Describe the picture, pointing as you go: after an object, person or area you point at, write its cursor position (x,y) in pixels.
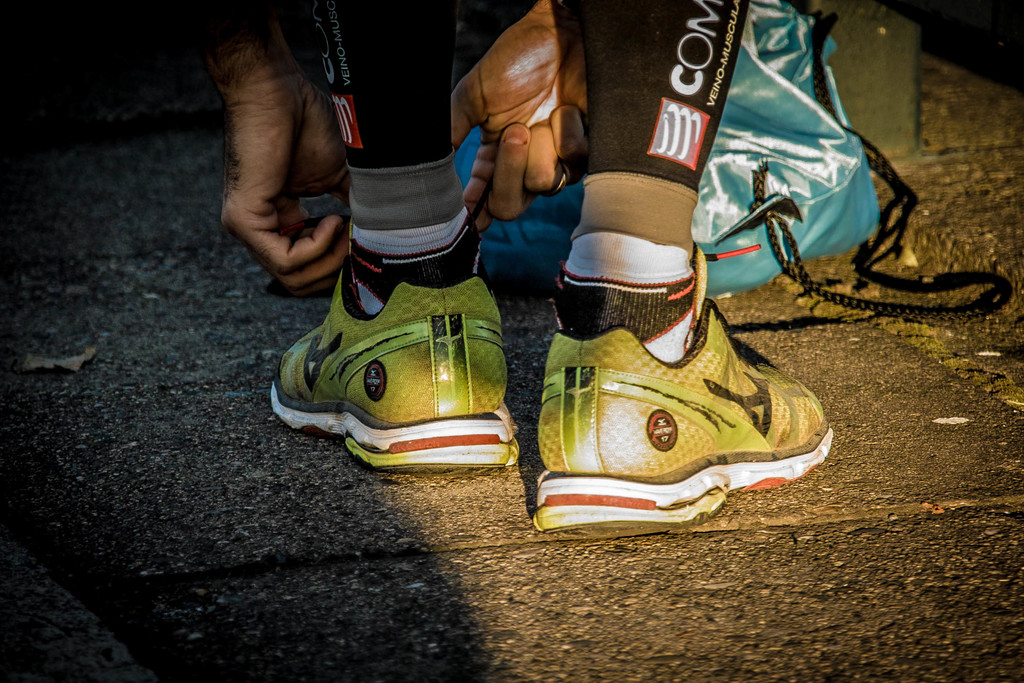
In this image I can see the person (578,145) with the shoes (571,472) and socks (457,220). To the side I can see the blue and black color bag (795,167). The bag (758,182) is on the ash color surface (562,596).
